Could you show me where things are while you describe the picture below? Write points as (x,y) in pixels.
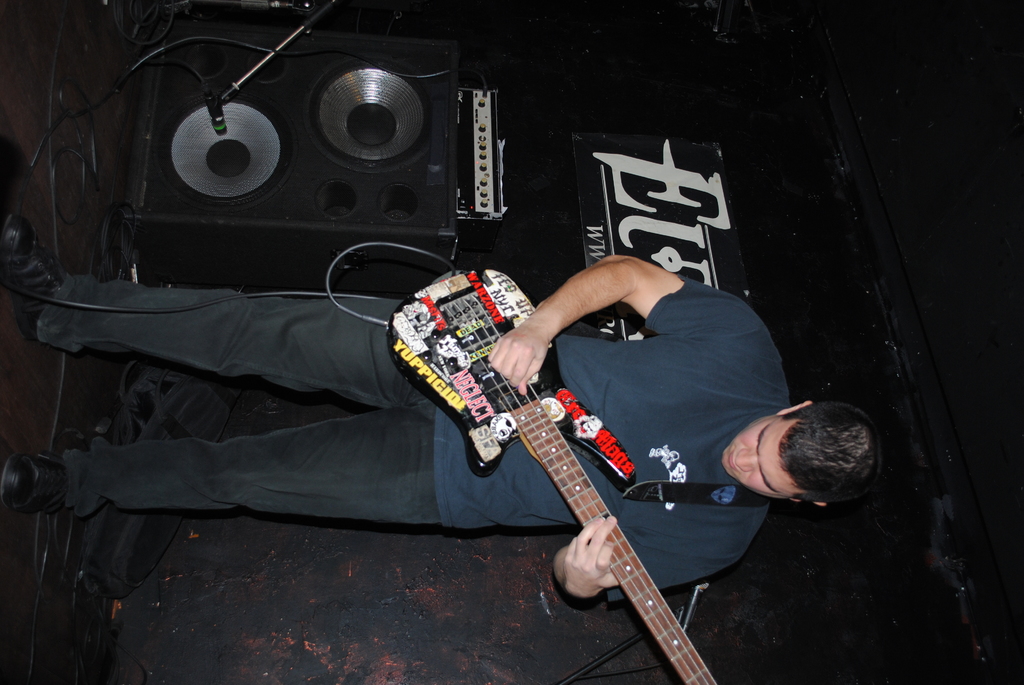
This person (659,526) standing and holding guitar (580,509). We can see microphone (215,111) with stand (317,20). This is speaker (415,116).
